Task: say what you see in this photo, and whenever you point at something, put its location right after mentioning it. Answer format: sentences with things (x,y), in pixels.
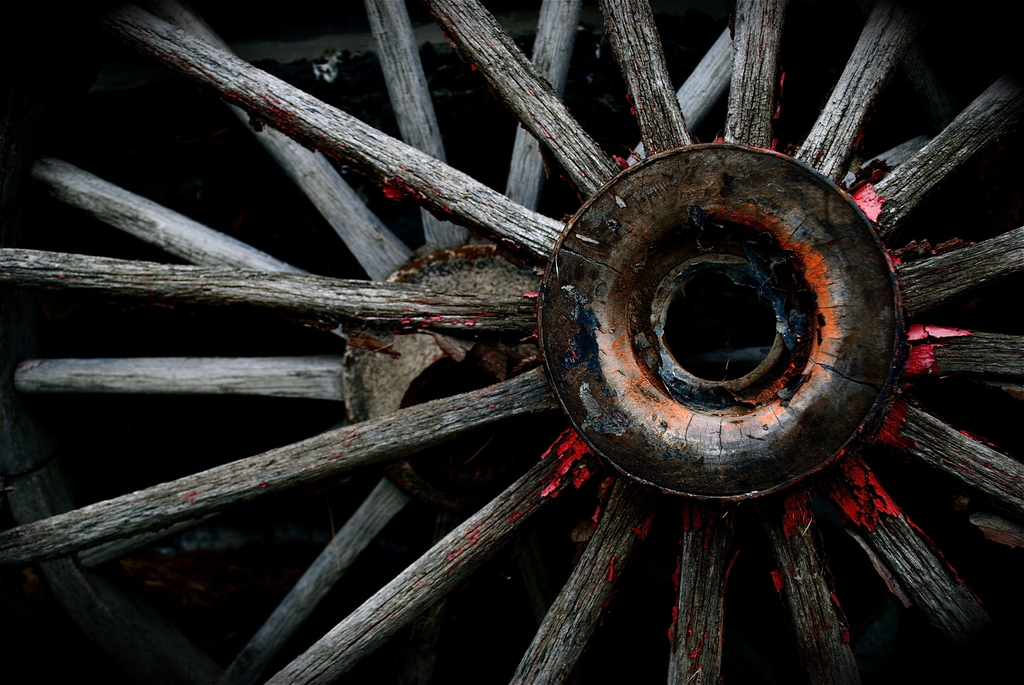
In this image I can see wheels (469,254) of old carts (680,370).
